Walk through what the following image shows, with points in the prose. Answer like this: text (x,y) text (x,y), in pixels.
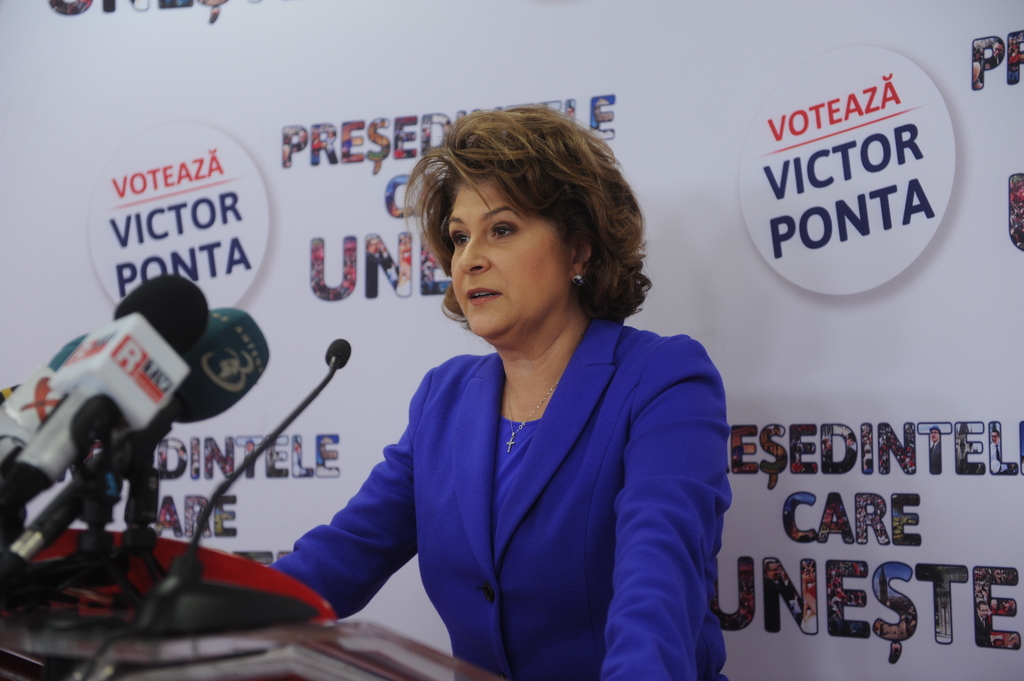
In this image I can see a woman (559,517) is standing in the centre (645,395) and I can see she is wearing blue colour dress (529,507). In the front of her I can see few mics (245,364) and in the background (62,112) I can see a white colour board (105,187) and on it I can see something is written.
